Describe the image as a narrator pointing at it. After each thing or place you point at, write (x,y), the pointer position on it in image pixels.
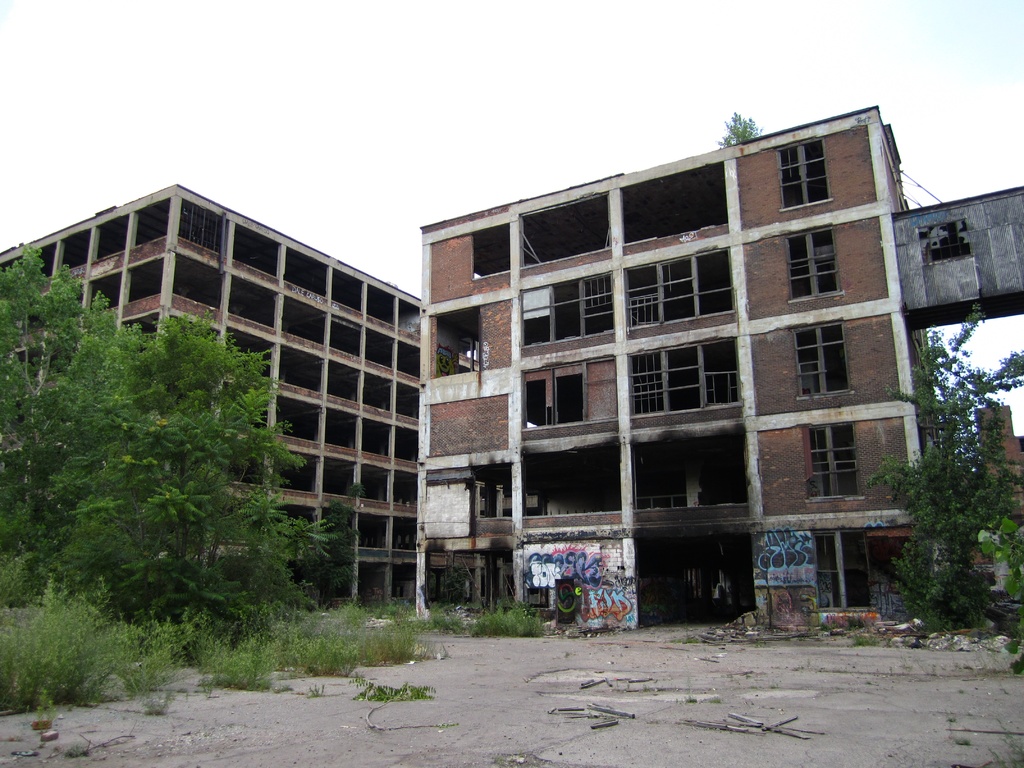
In this image we can see buildings (547,488) in ruins (552,386), trees (128,611), plants (237,612), shrubs (214,642), ground (579,690) and sky (526,70).
